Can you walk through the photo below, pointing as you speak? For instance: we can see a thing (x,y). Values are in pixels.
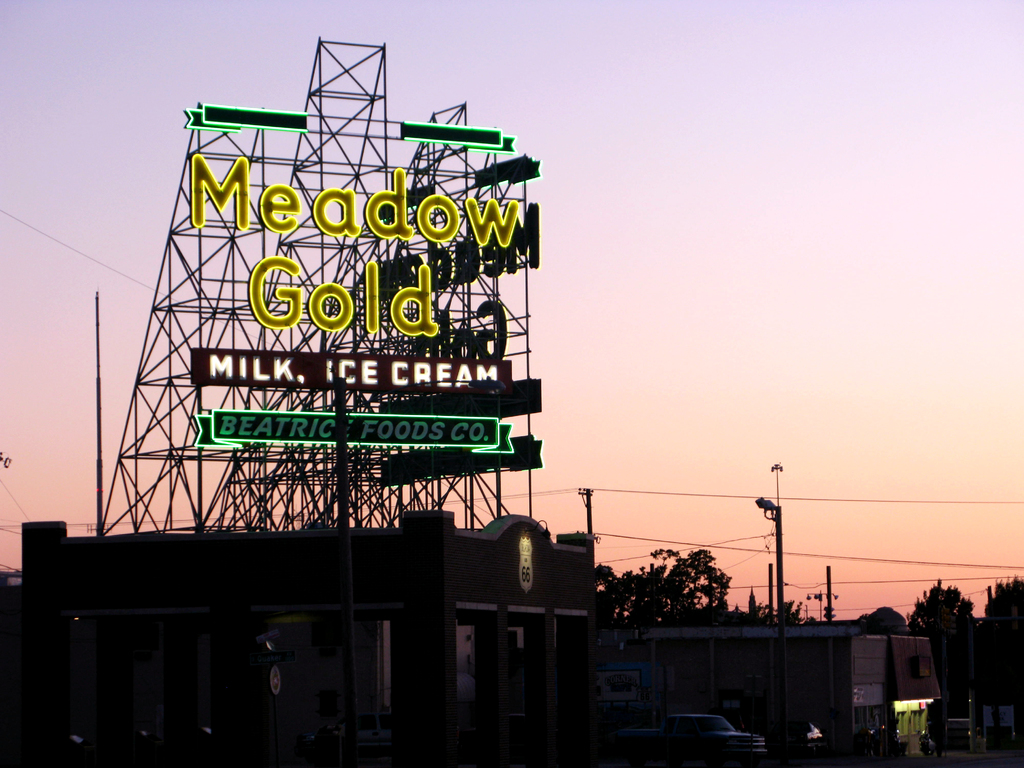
In this picture I can see a hoarding (352,203) on which we can see some letters (457,276) and also we can see some houses (698,665), vehicles (711,748) and trees (644,621).
